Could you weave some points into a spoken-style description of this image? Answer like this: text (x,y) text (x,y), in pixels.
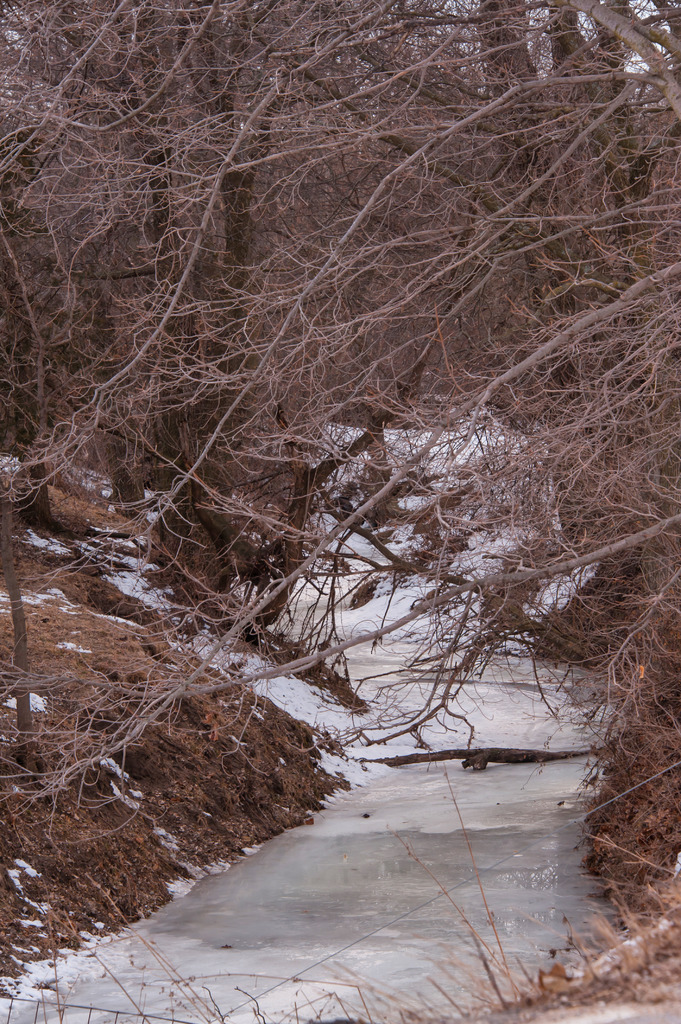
In this image we can see a trees (240,365), here is the ice (392,883).
